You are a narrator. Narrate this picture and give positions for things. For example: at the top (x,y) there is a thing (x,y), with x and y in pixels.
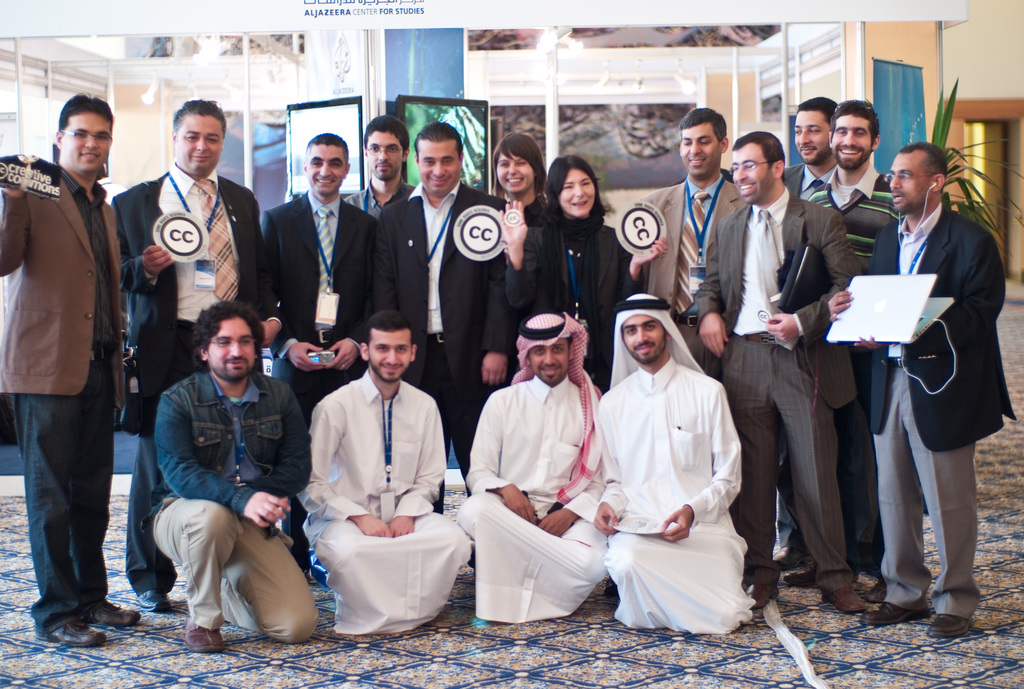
In this picture we can see a group of people (505,448), laptop (874,322), plant (943,139), walls (965,79), screens (477,127), poles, some objects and these people (442,166) are smiling.
